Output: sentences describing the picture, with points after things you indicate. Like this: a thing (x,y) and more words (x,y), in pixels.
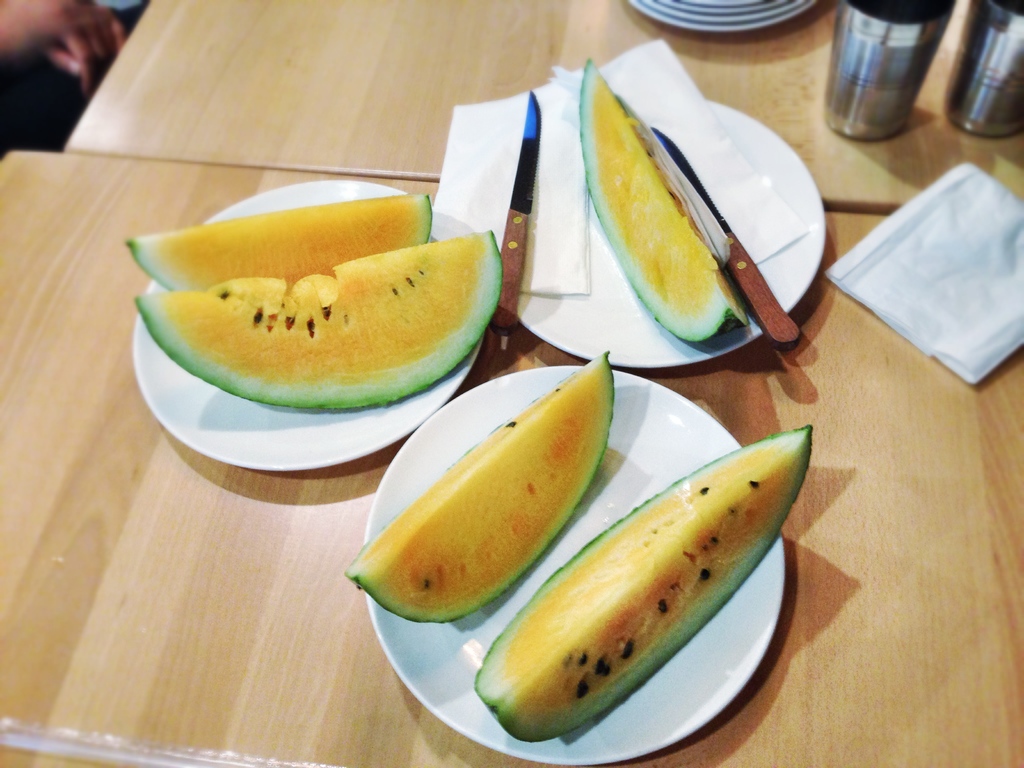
In this image few plates (801,199), glasses (999,89), tissue papers (943,362) are on the table (385,34). On the plates (489,646) there are fruit slices (615,553). Middle of the image (597,280) there is a plate (638,322) having some fruit slices (695,270), knives (735,271) and tissue papers (782,241). Right top there are few glasses (895,105). Beside the glasses (863,54) there is an object (776,13) on the table (380,97). Left top a person's hand (58,30) is visible.
